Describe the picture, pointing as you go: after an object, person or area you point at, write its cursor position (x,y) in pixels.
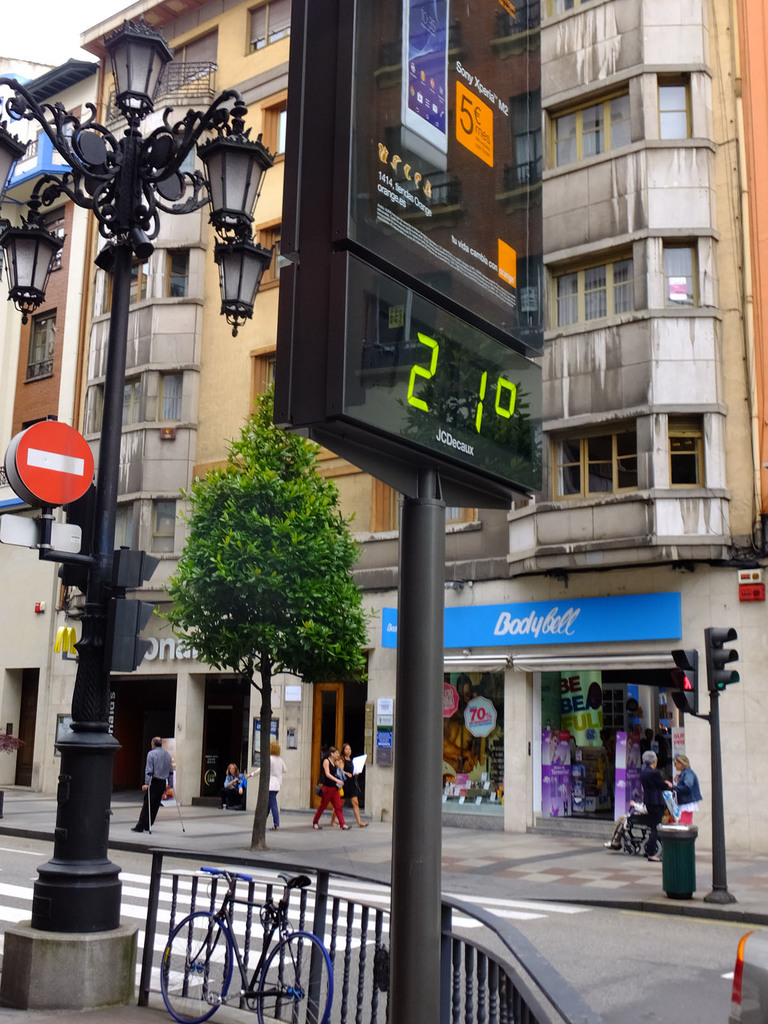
In this image we can see buildings (253,101), street poles (144,174), street lights (158,174), display screens (442,177), grills (152,881), bicycle (236,948), bins (675,882), traffic poles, traffic signals (721,680), stores (540,691) and persons (165,788) walking on the road (141,884).
